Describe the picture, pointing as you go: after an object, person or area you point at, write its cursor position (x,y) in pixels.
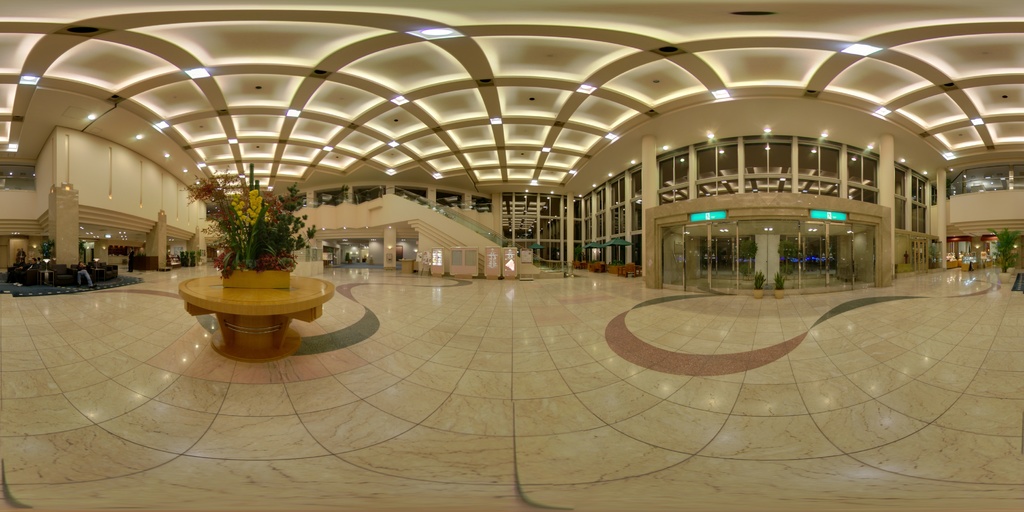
In this image, I can see the inside view of a building (583,404). I can see a flower vase (246,280) on a table (290,314), which is on the floor (200,394). On the left side of the image (28,271), I can see few people (86,275) sitting on the couches (101,273). On the right side of the image (1005,231), I can see the house plants (1006,268). There are glass doors (689,268), pillars (74,258), lights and few other things (471,253). At the top of the image (189,79), I can see the ceiling lights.
